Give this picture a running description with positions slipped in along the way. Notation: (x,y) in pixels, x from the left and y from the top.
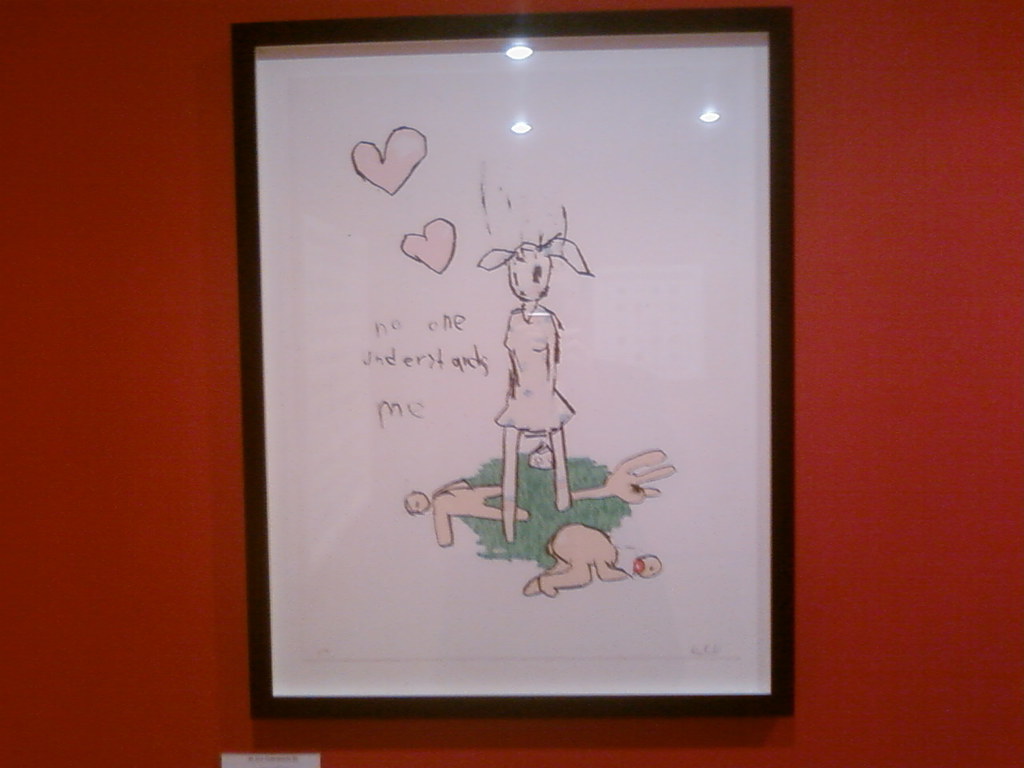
In this picture we can see a frame (286,675) on a red background (533,9). In this frame (274,475), we can see a girl (519,382), hand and two people (439,487), There is some grass (623,515). We can see hearts (376,142) and some text (386,325) in this frame (487,211). There is a reflection of lights (509,54) in this frame (638,114).
